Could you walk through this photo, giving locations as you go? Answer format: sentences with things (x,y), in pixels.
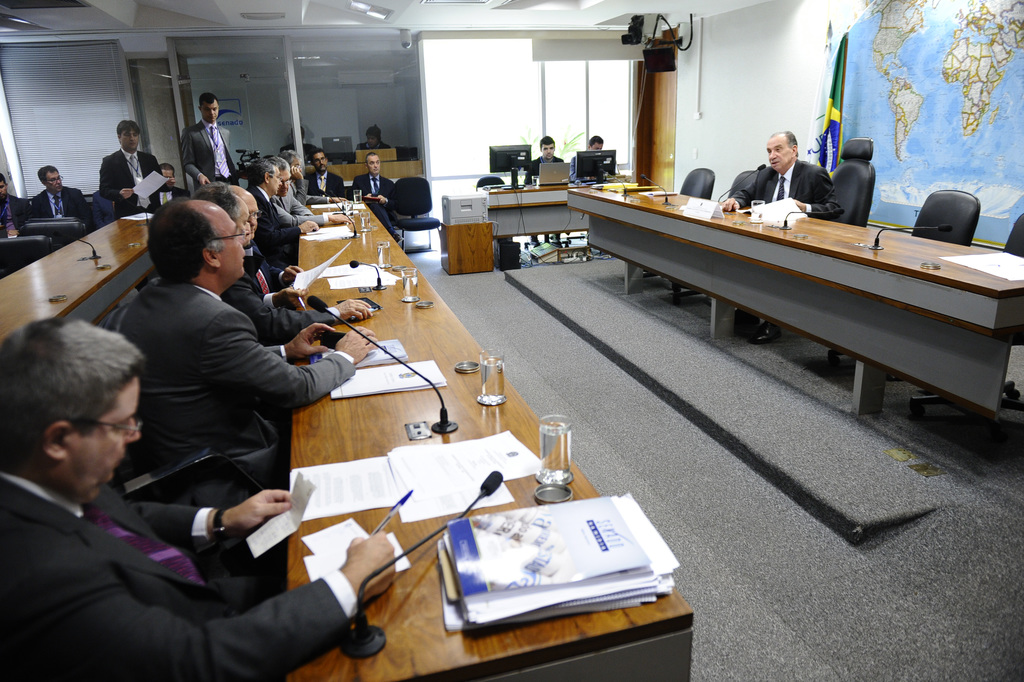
This image is looking like these people (109,468) are in the meeting. Here in the right side of the image (783,142) we can see a person (801,178) sitting on the chair (842,178) and speaking. Here we can see a flag (834,99) and a world map (969,80) on the wall (757,44). Upon the table (415,617) we can see few files (486,531), papers (432,494), pen (399,510) and a glass (488,376) placed on it. This is the glass window (331,101).
